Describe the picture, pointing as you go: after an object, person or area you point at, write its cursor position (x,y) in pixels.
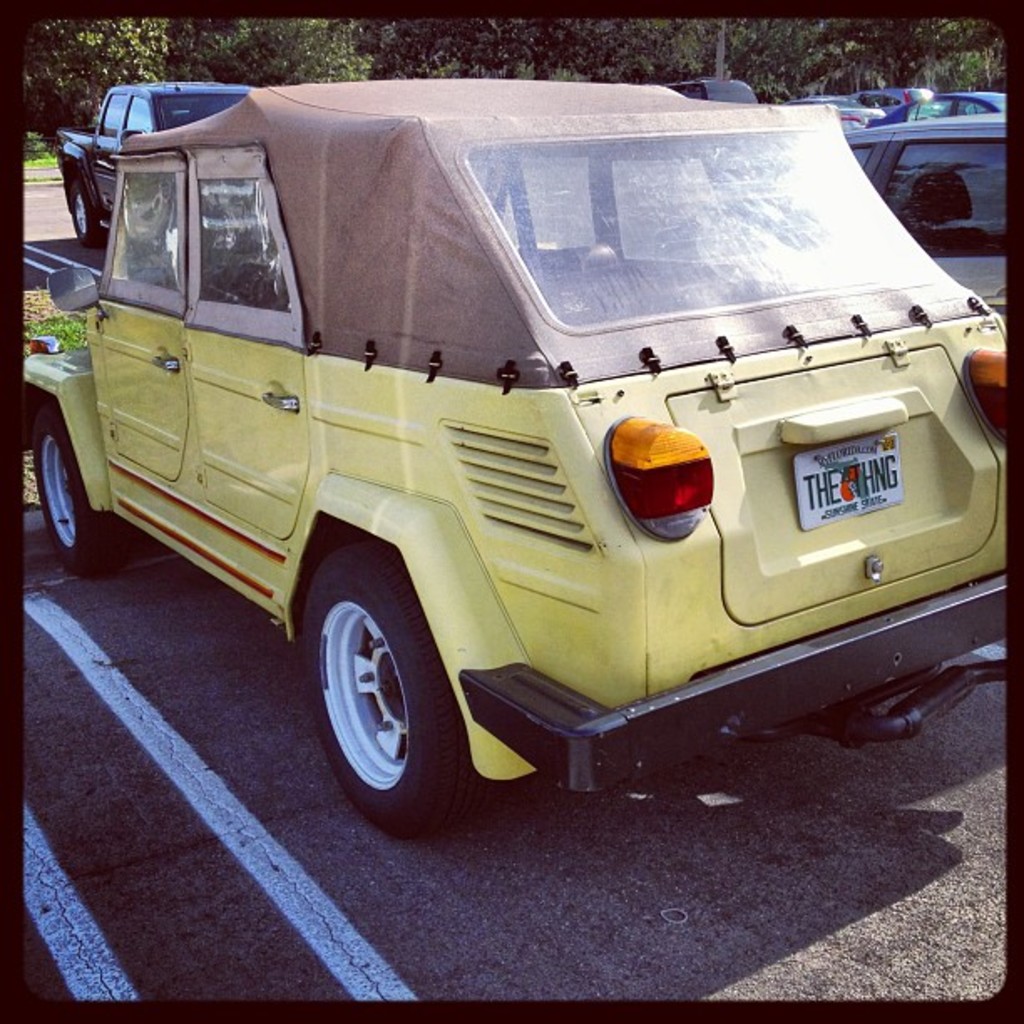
In this image, there are a few vehicles (332,751) and trees (26,104). We can see some grass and the ground (441,980).
